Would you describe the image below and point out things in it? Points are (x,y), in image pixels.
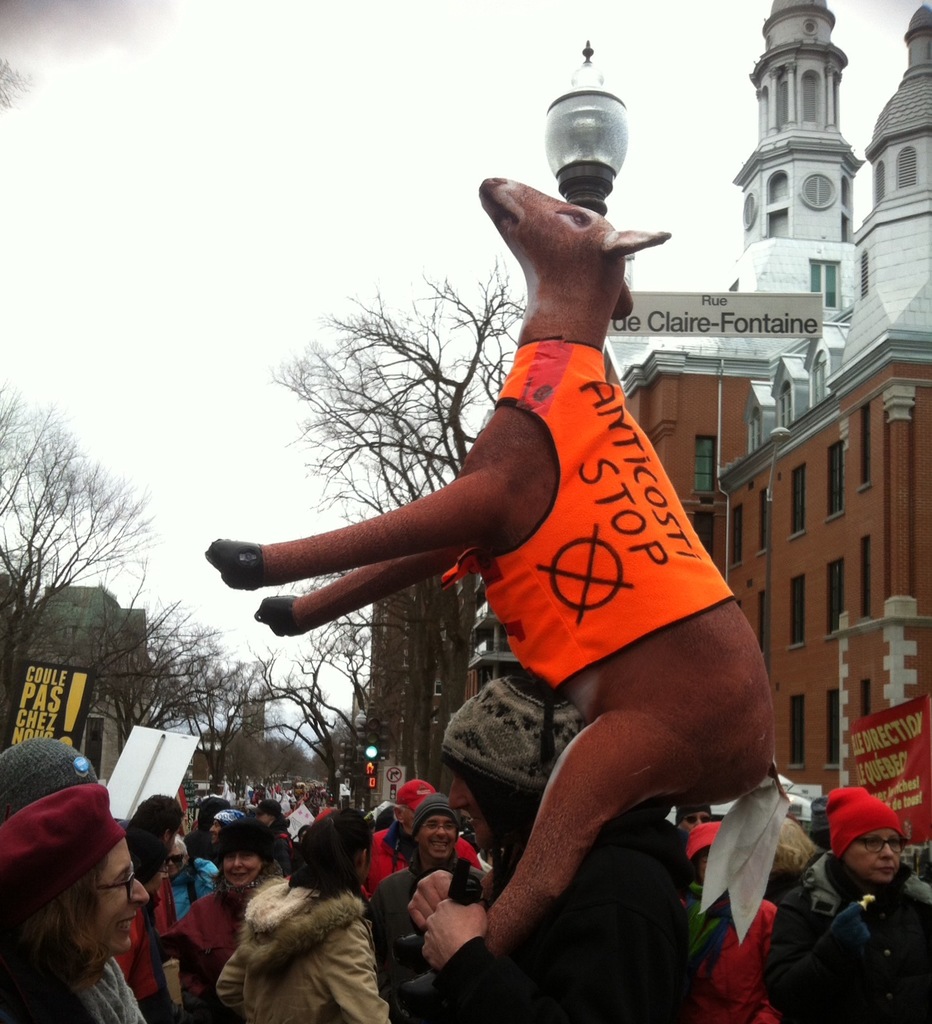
In this image there are persons (243,876), trees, boards (59,709) with some text (867,774) written on it and buildings (817,349) and the sky (325,217) is cloudy. In the front (533,839) there is a person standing and holding a statue (550,457) of the animal (552,469) with some text (599,574) written on it.
